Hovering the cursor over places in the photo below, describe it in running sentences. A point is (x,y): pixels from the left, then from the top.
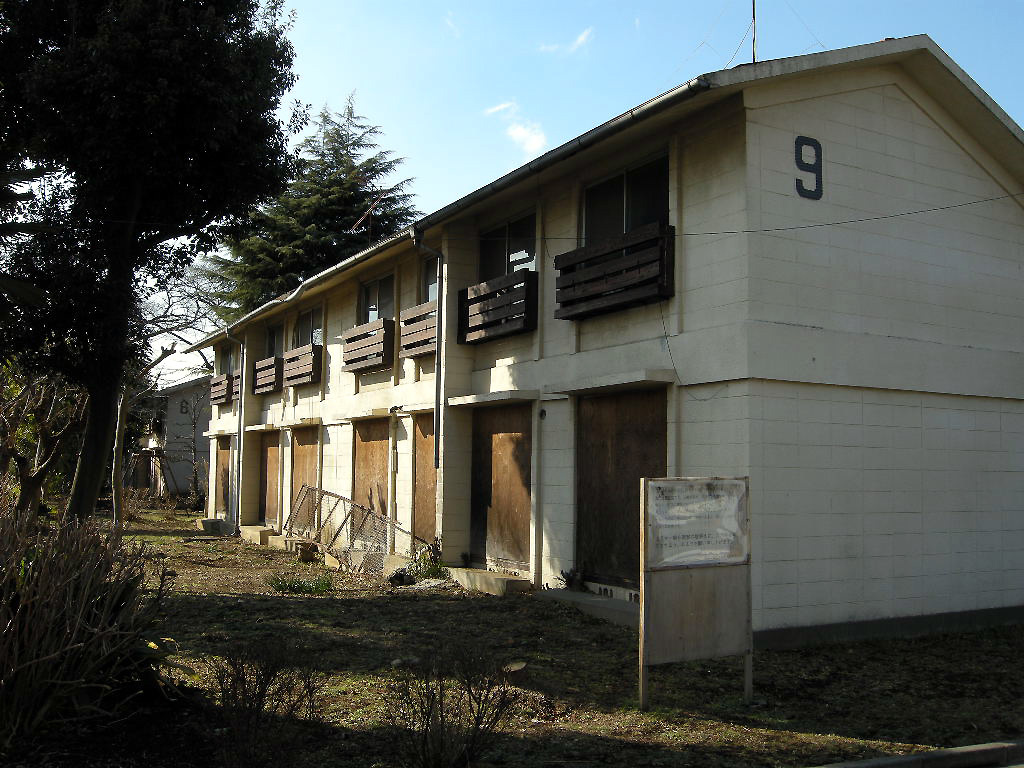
In the image there is a building (562,371) on the right side (769,229) with trees (129,201) in front of it on the left side (110,427) and a board (670,584) in the middle (674,501) and above its sky (526,67) with clouds (514,129).
